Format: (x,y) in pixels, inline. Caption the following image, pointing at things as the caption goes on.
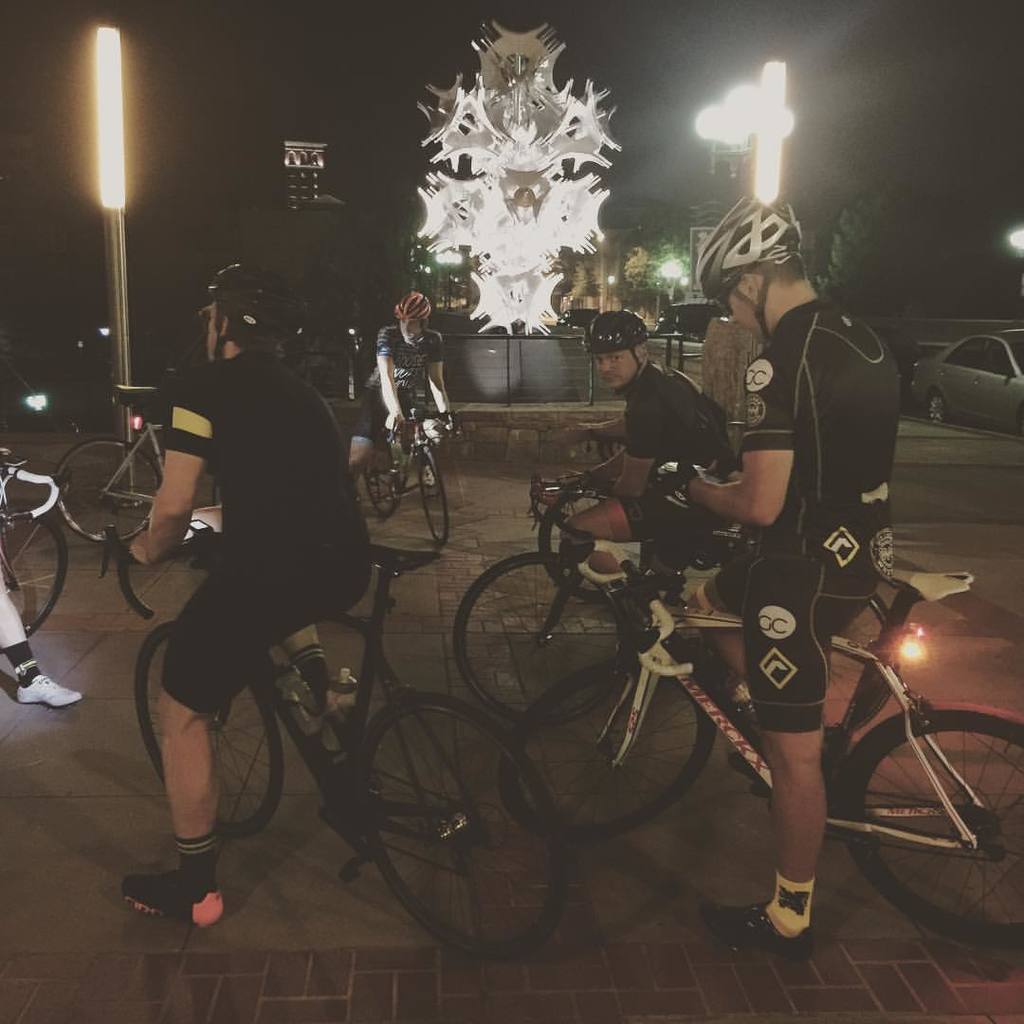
In this picture we can see few men (586,528) sitting on the bicycles (554,607). There are some lights (112,128) on the poles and few vehicles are visible in the background (953,357).
